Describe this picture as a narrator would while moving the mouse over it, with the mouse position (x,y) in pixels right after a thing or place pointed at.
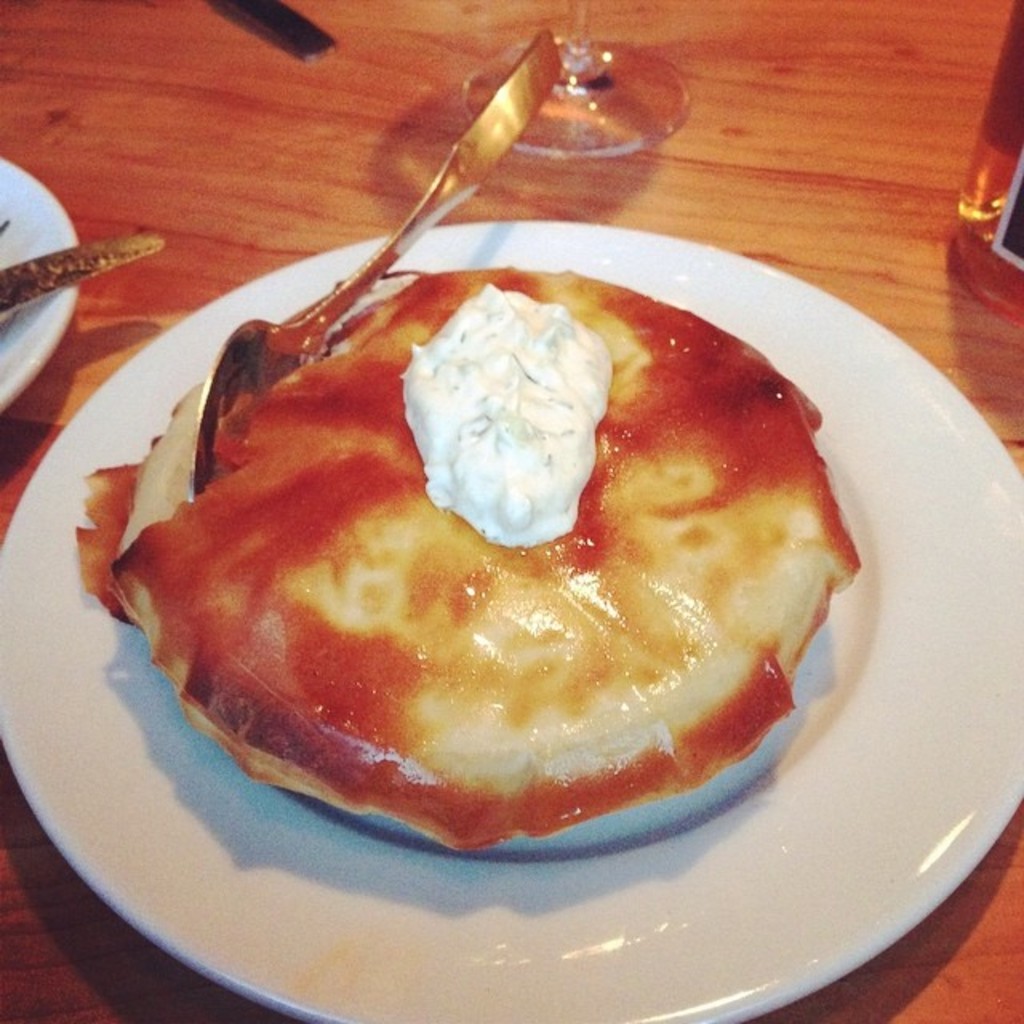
In this image we can see baked goods (374,403) such as cake (600,339) are in plate (944,571) and placed on the table (458,209) holding one spoon (436,194) on it. And we can see one glass (637,74) below part. And surrounding we can see one plate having knife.
